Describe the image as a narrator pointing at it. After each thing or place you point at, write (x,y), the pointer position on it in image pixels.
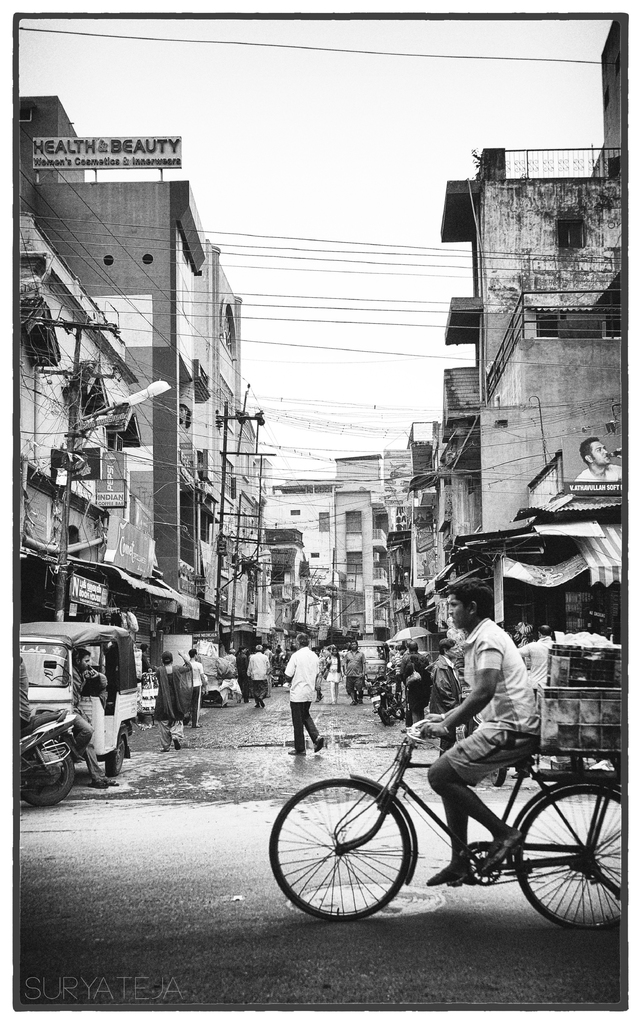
In this image, On the right side (529,834) there is a bicycle (582,846) on that a man (487,712) is sitting and there is a wooden box (585,704) on the bicycle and in the left side (40,680) there is a bike (34,736) and a passenger car (62,685), In the background (398,617) there are homes (520,356).
